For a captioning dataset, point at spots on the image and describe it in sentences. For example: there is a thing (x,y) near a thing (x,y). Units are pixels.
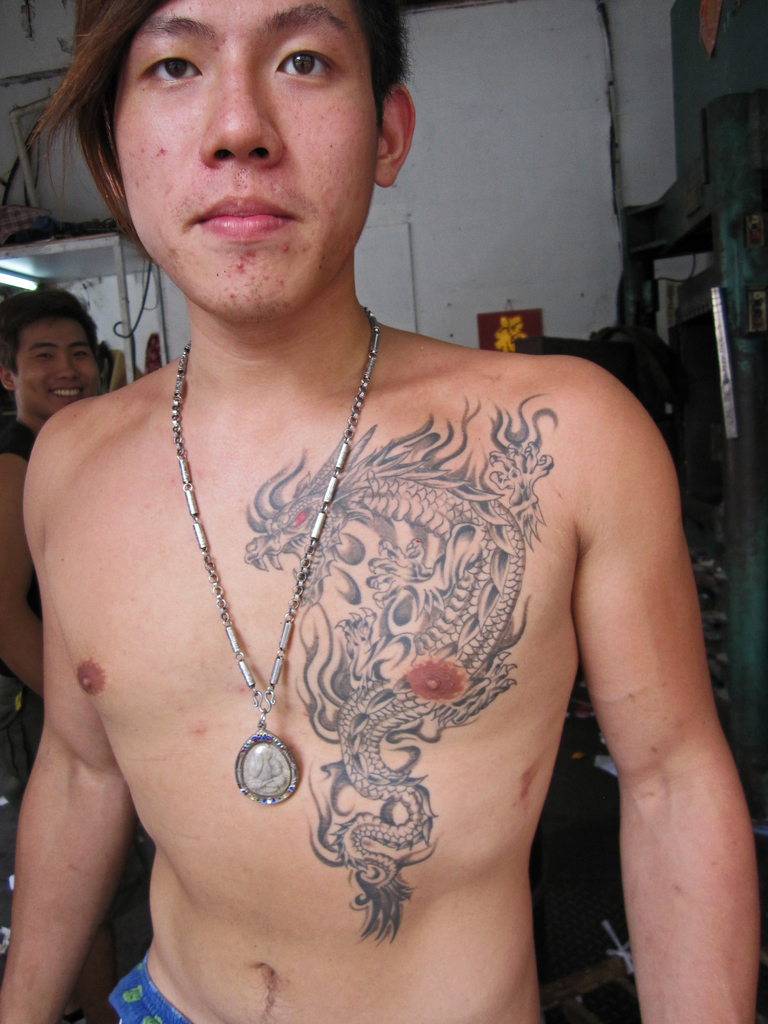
In this image there is a man (623,844) standing with tattoo (415,589) on his body (494,711) wearing a chain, also behind him there is one other person (33,607) standing and some other things (731,597).
